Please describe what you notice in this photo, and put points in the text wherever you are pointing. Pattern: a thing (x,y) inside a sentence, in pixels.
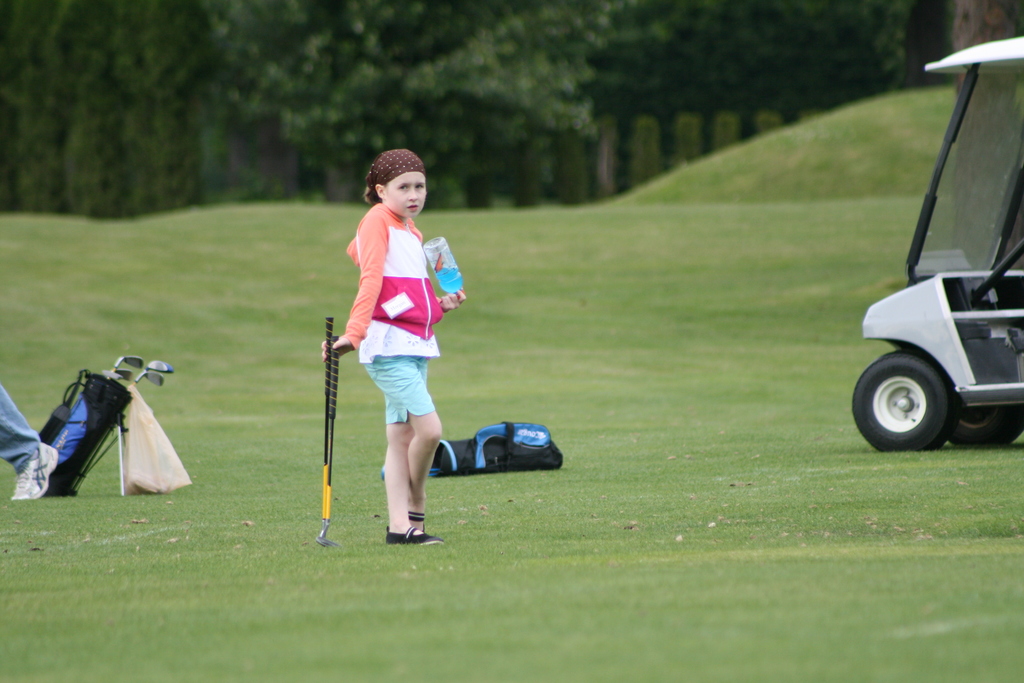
In the middle of the picture (421,302) we can see a girl (421,282) holding a bottle (453,260) and another object (336,387), she is standing. Towards left (101,436) we can see golf sticks (135,382), bag (125,436) and a person's leg (40,459). In the center (500,449) there are bags (513,437). On the right (928,379) there is a vehicle (958,245). In this picture it is looking like a golf court (824,208). In the background (490,76) there are trees (463,94).
